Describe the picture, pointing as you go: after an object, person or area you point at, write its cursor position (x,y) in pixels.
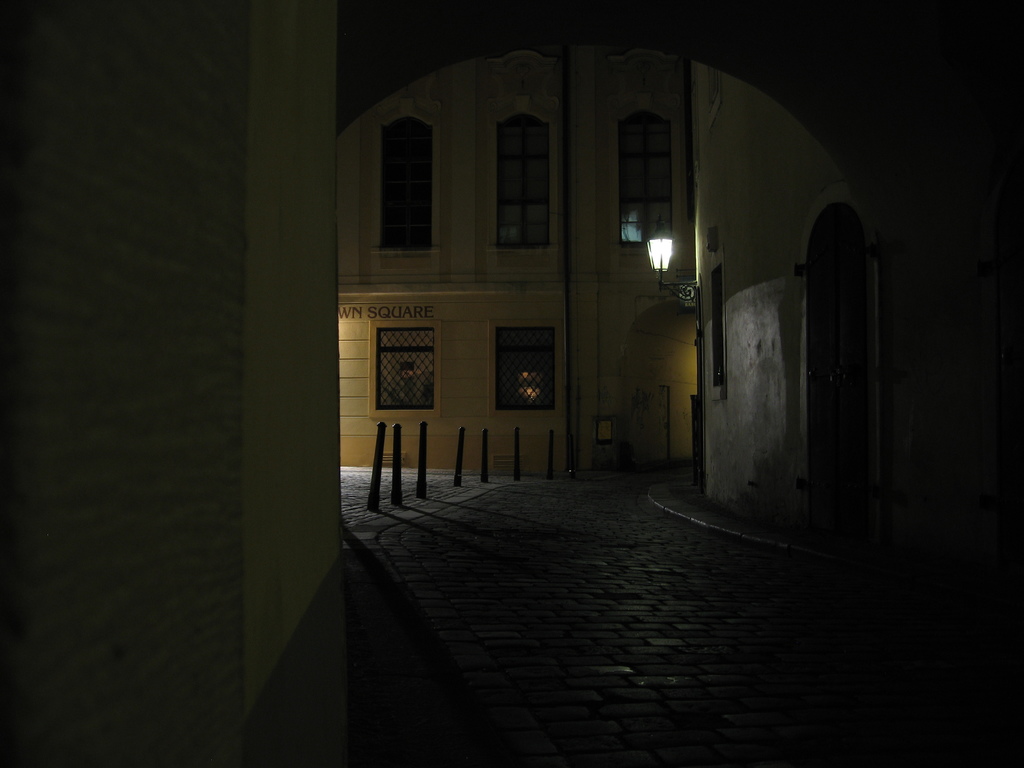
In this picture we can see the wall (268,431), poles (392,488) on the road (587,546), light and in the background (557,176) we can see buildings (607,222) with windows (502,337).
